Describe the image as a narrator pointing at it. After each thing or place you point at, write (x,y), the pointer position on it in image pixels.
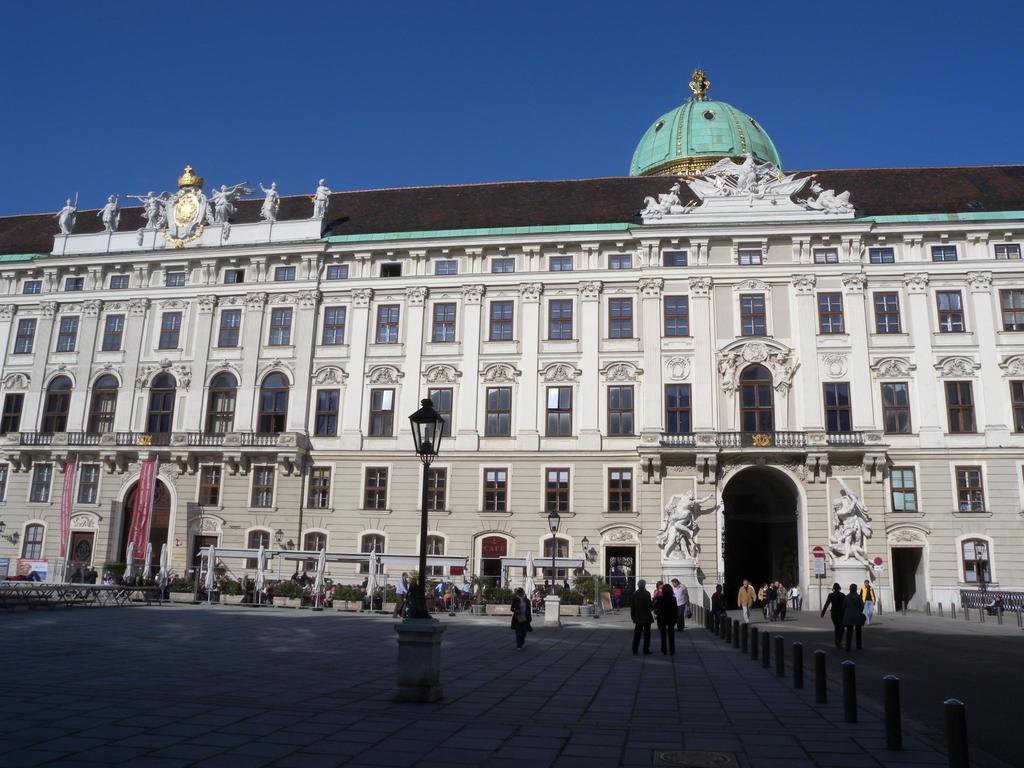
In this image I can see there is a building (372,505) and a ground (806,653) where the person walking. And there is a pole (419,605) with a light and a banner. And there are trees (343,591) and a fence (971,602). And at the top (316,93) there is a sky (633,130).
